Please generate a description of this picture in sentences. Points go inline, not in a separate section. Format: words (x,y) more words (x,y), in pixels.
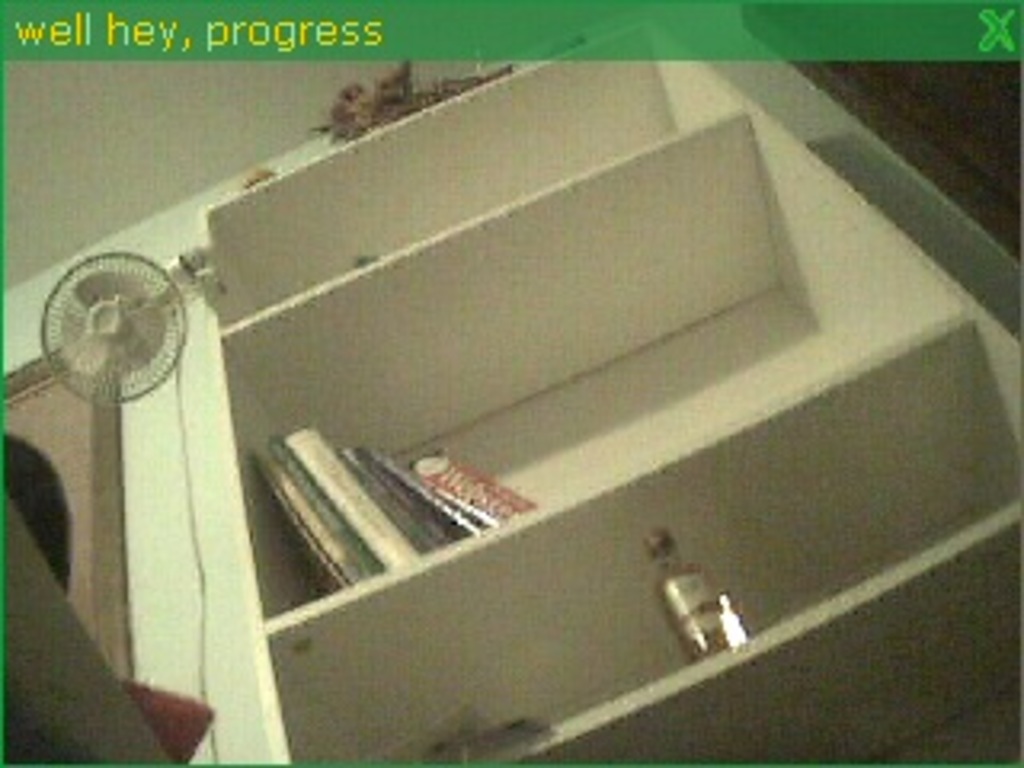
This is the rack (380,352) with books (323,560) and a bottle (698,594). I can see a fan (147,334), which is attached to the wall (19,321). This looks like an object (372,128), which is above the rack (452,143). This is the watermark (105,44) on the image.
